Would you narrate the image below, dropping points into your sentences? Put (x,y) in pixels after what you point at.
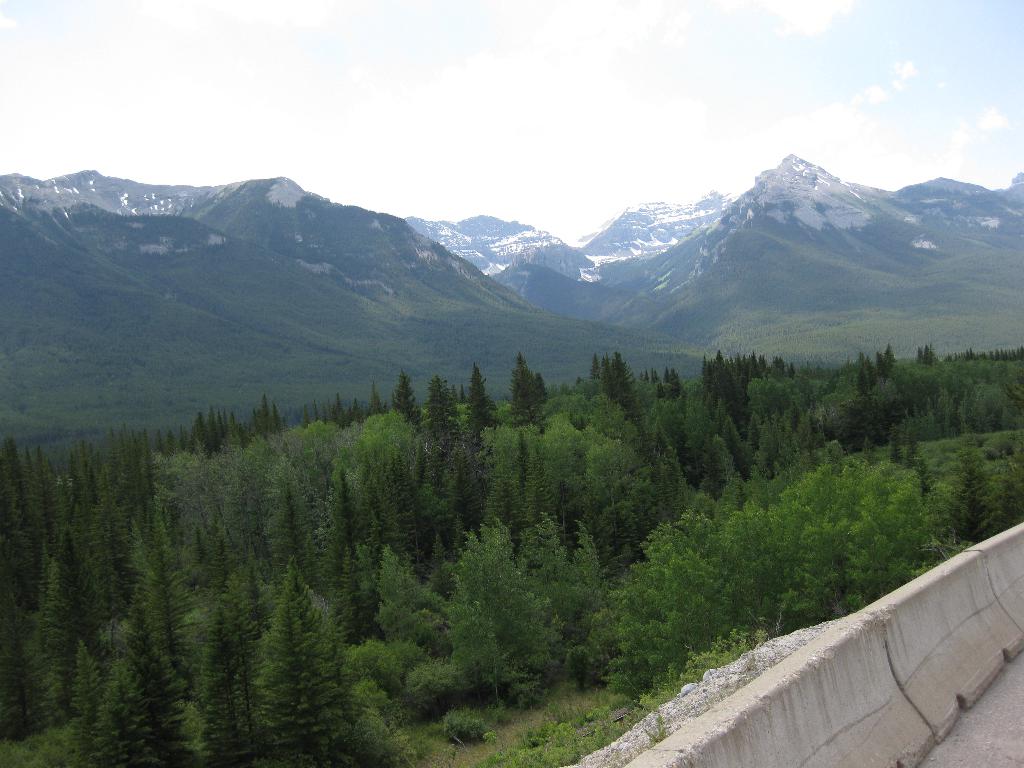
In the front of the image (502,428) I can see trees (601,545) and wall (966,592). In the background of the image (895,239) there are mountains (668,216) and cloudy sky (514,110).
